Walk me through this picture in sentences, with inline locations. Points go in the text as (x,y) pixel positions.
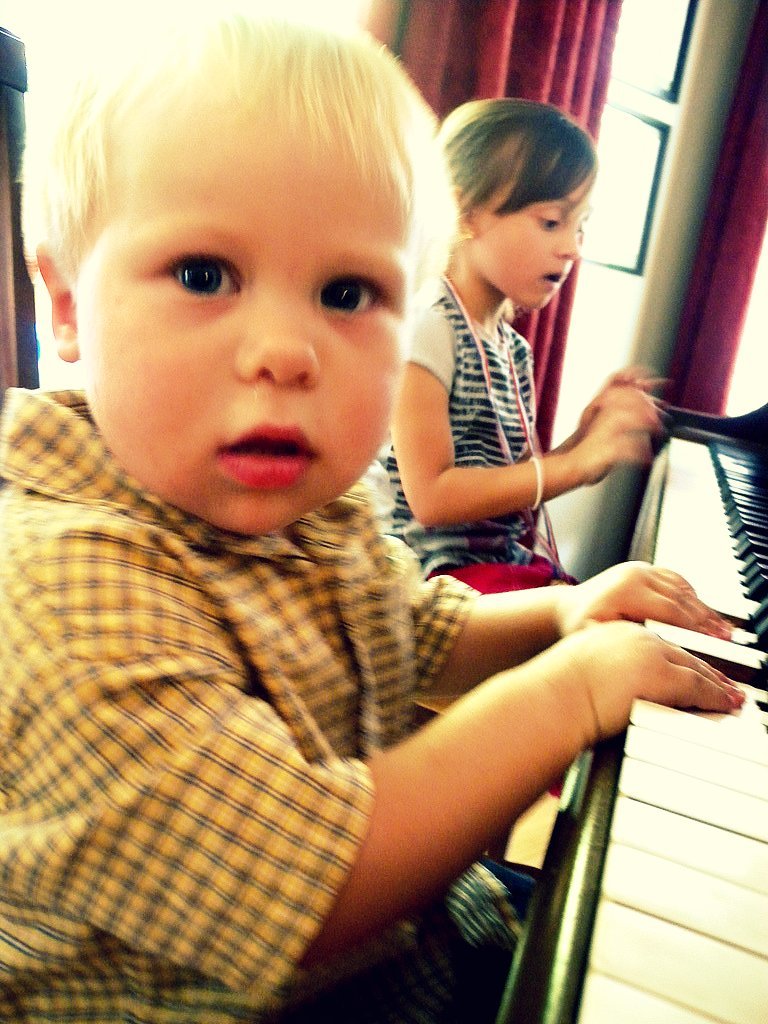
These two kids (259,257) are sitting and playing keyboard (678,771) and we can see black and white keys (682,739). On the background (495,44) we can see door (630,59), curtains (748,138), wall (699,42).
